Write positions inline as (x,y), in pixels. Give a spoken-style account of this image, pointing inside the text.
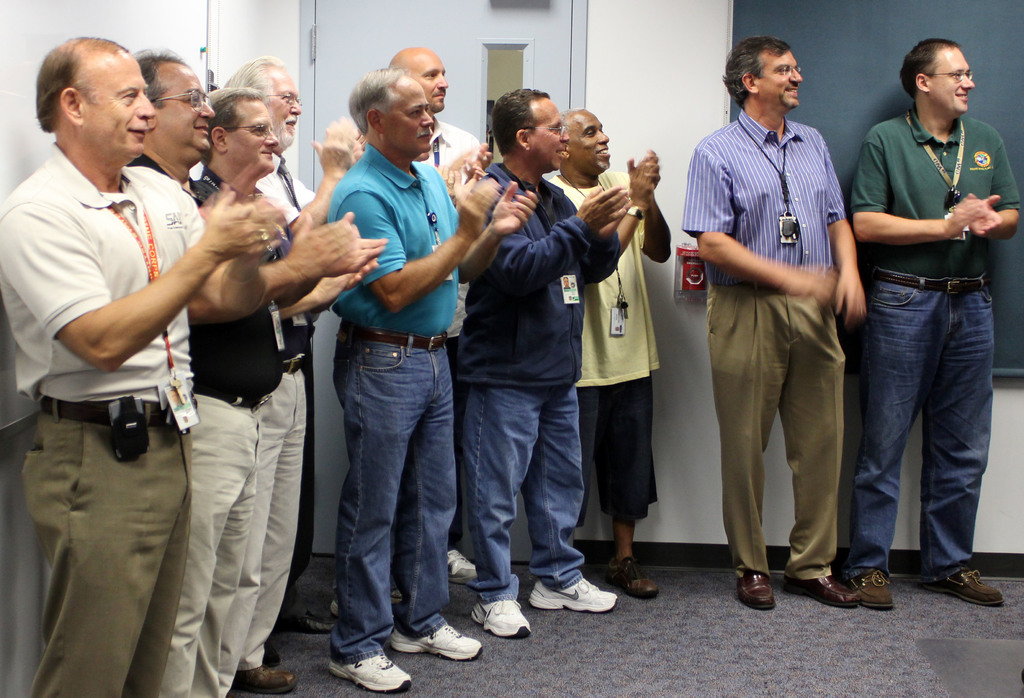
In this image I can see number of people (537,238) are standing and I can see all of them are clapping. I can also see all of them are wearing ID cards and shoes (949,578). In the background (699,11) I can see a door (373,9), a board (737,43) and a red colour thing (697,279) on the wall (665,325).
